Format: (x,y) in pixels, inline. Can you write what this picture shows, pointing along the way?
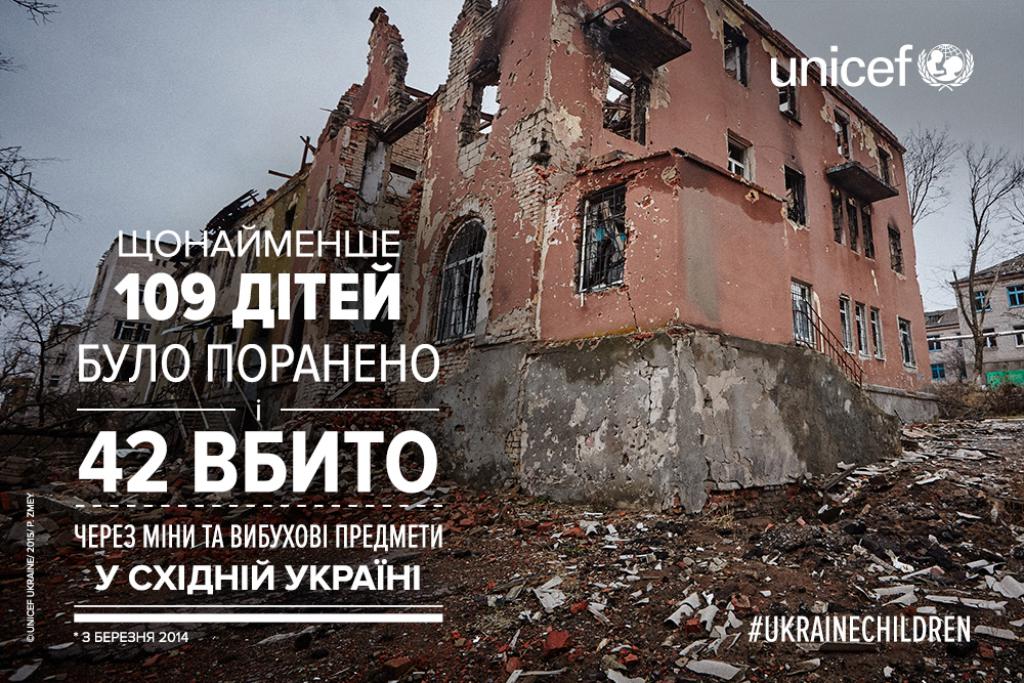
In this image we can see some text (915,623) on the picture and there is a destructed building (569,321) and there are few trees (980,348), buildings (989,322) and the sky (191,161) in the background (965,229).
